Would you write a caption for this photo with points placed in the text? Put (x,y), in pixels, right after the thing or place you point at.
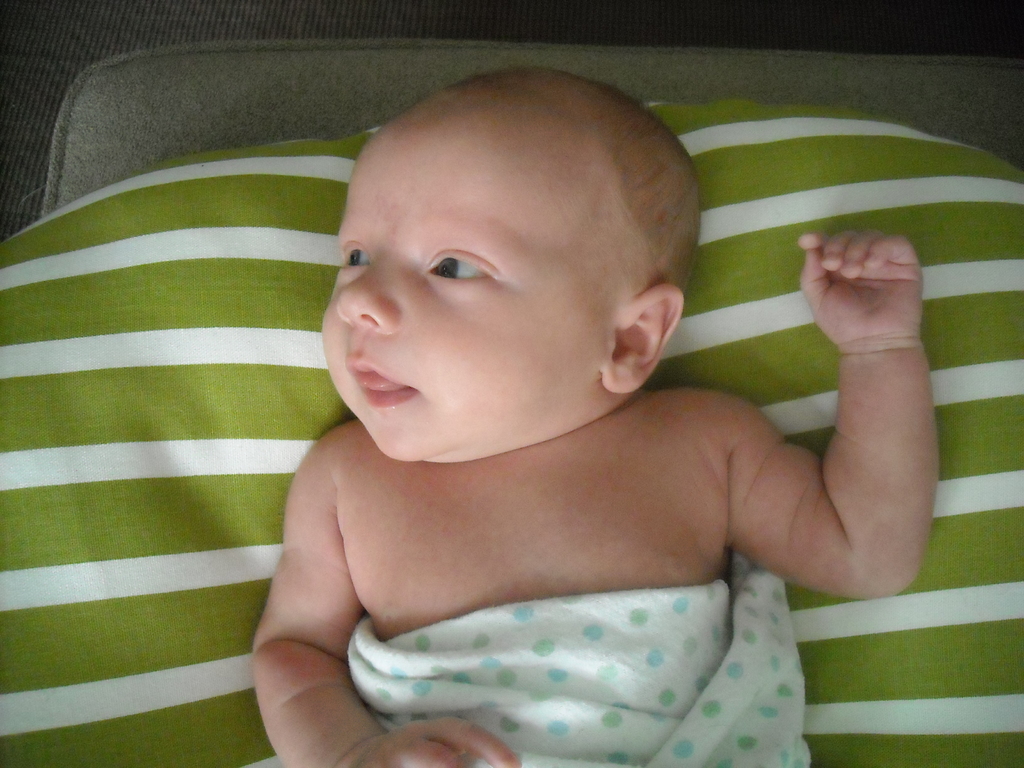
In this picture we can see a baby (485,751) and clothes (692,760). We can see a grey object (522,56).
